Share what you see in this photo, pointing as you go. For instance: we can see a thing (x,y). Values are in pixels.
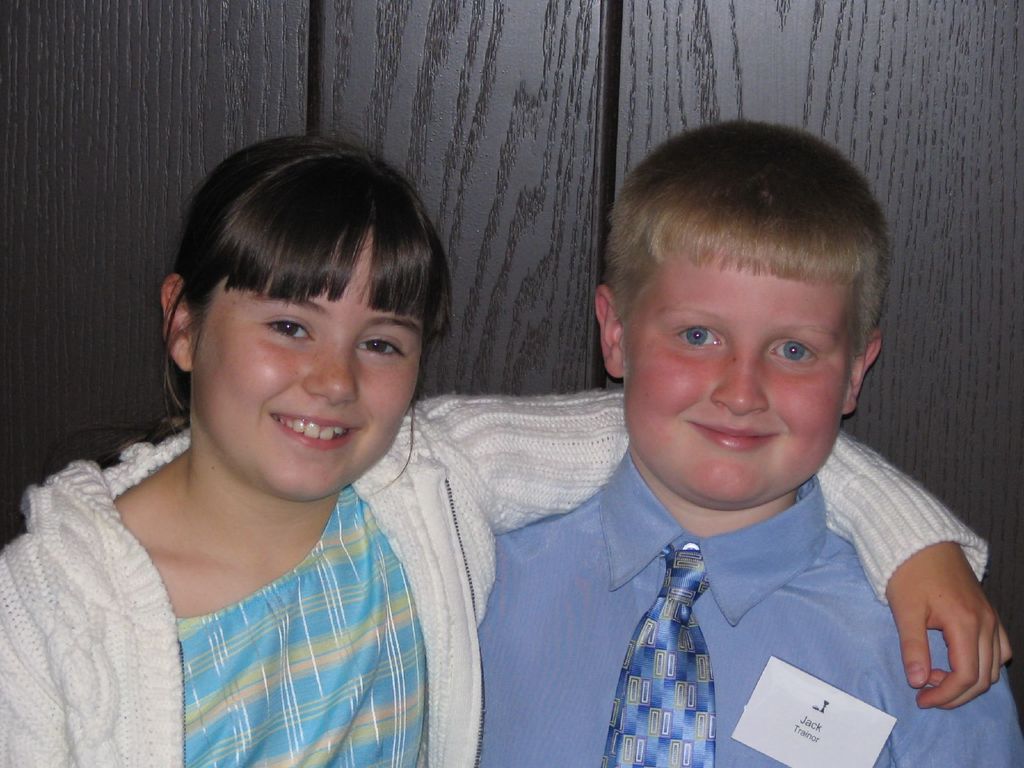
In this picture we can see a boy (747,355) and a girl (297,401), they both are smiling and we can see a paper (765,711) on his shirt (744,666).
